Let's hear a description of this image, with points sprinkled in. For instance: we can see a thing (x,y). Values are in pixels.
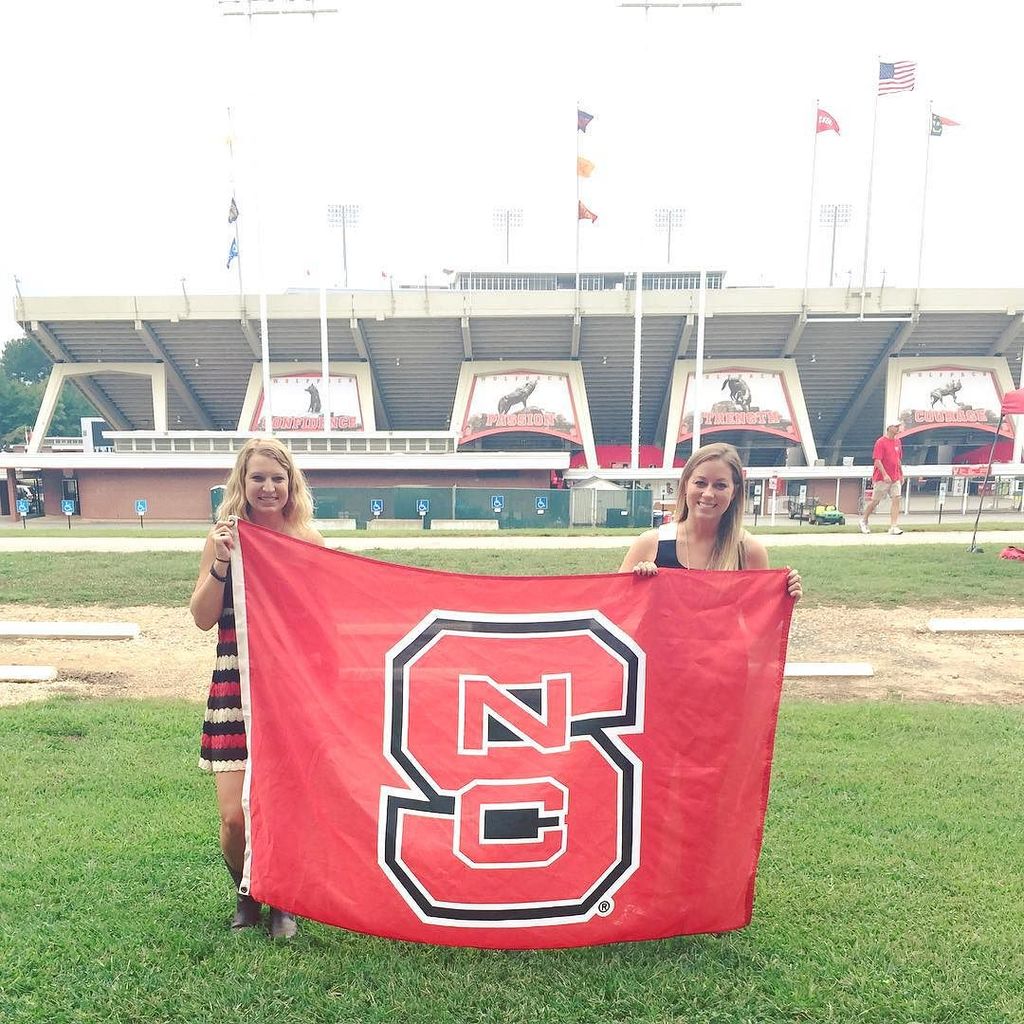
This image is taken outdoors. At the bottom of the image (183,799) there is a ground (825,732) with grass (102,591) on it. In the middle of the image (647,570) two women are standing on the ground (855,524) and holding a banner (467,773). In the background (435,385) there is a stadium (477,405) with many chairs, flags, lights (336,212) and there are a few walls (349,437), boards (349,398) with text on them and railings (349,509). There are a few trees (41,383).
